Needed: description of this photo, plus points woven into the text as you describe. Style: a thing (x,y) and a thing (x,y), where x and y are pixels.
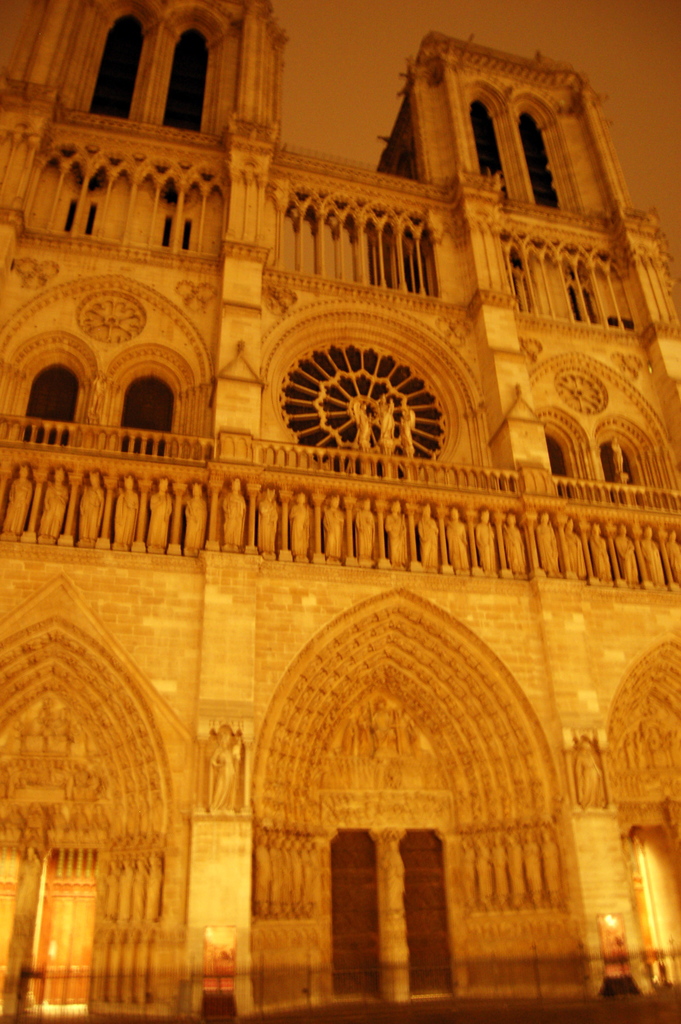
In the picture we can see a historical building (644,966) with some sculptures (118,506) and designs (409,497) to it.
